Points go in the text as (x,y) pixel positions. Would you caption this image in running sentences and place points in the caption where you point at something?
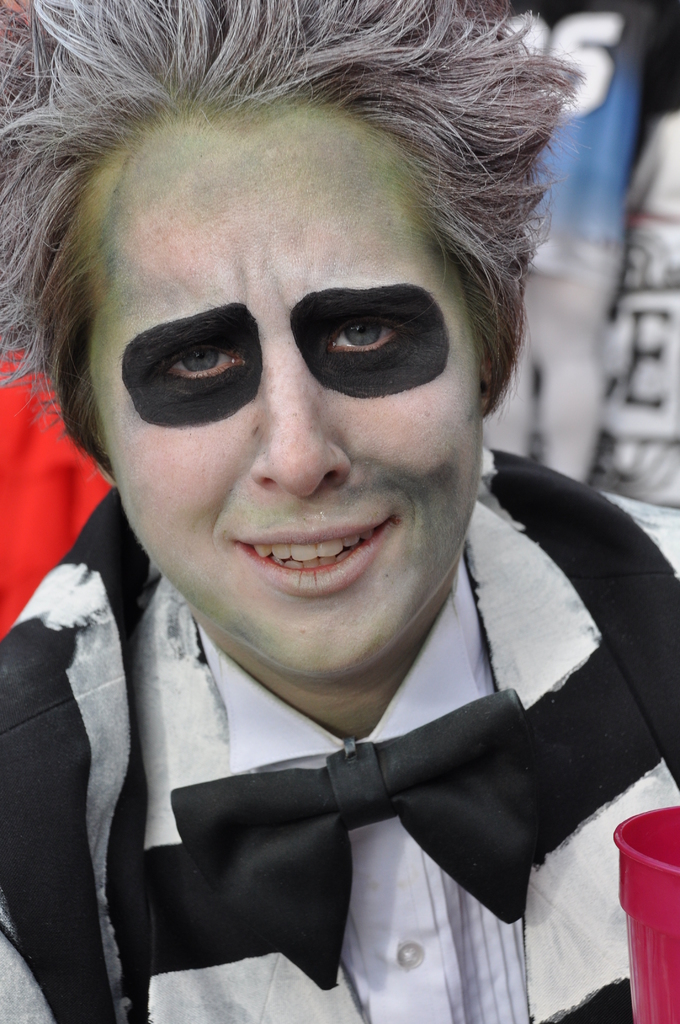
In this image I can see a person (353,718) with some makeup (344,357) on his face (273,306).
